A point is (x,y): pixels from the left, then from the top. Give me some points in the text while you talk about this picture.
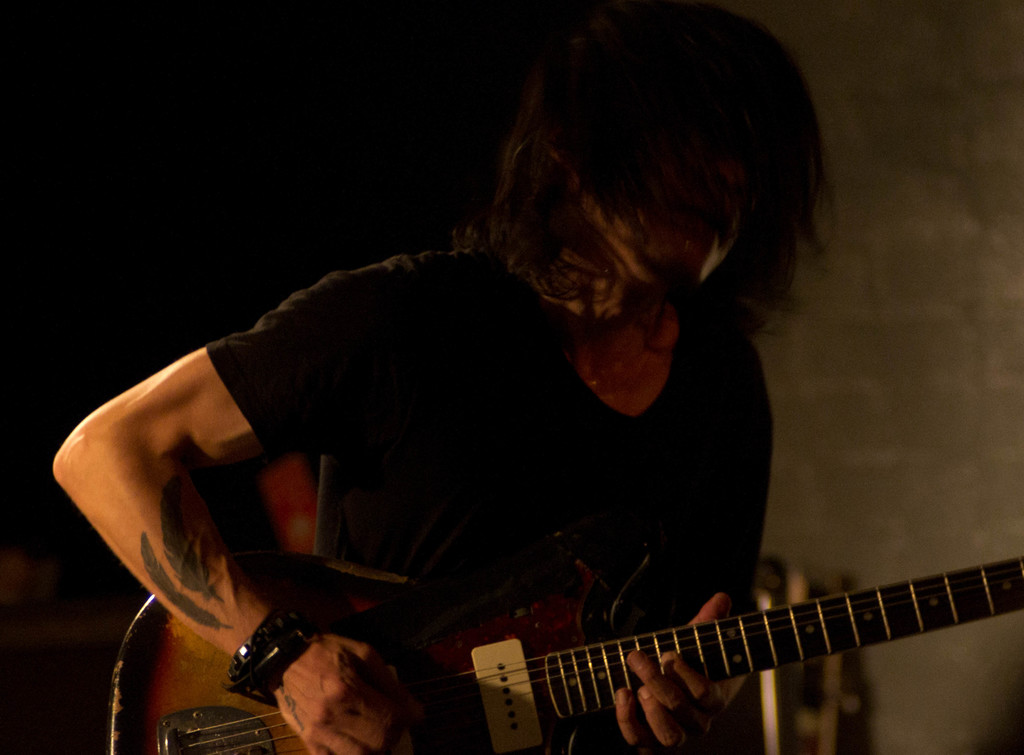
In this image i can see a man (605,321) wearing a black dress (490,445) holding a guitar (636,639) in his hand (657,680).
